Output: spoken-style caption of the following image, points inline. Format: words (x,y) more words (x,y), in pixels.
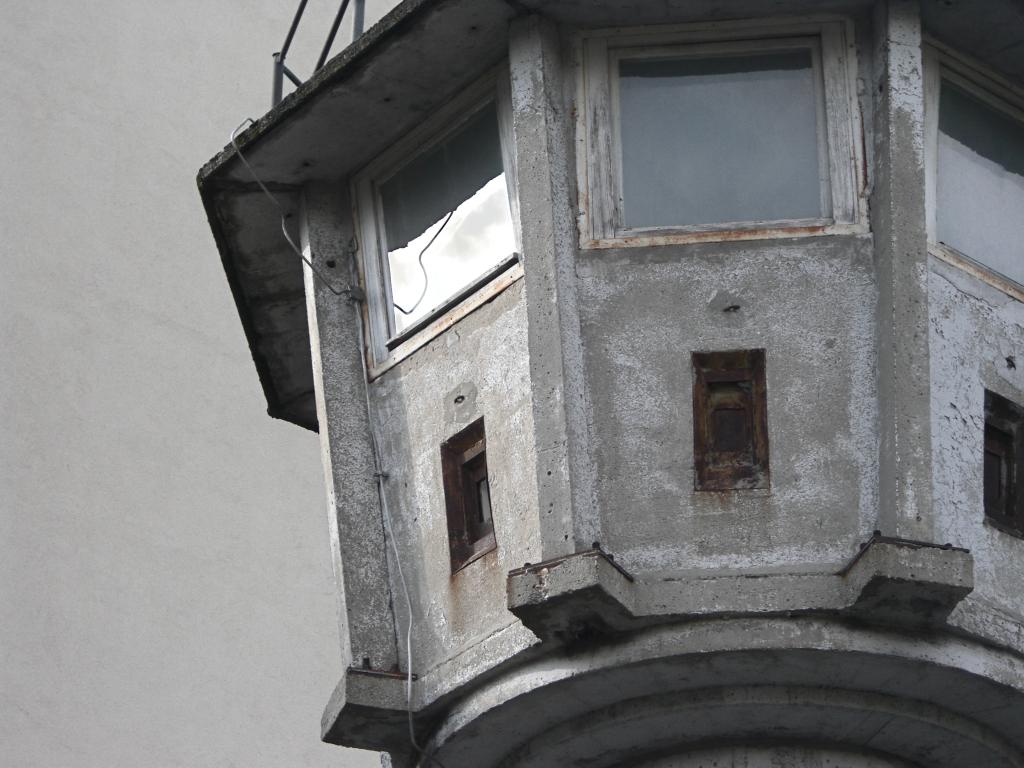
In this picture it looks like a tower (667,287). On the left side of the image (69,122) there is a grey color background (150,678).
